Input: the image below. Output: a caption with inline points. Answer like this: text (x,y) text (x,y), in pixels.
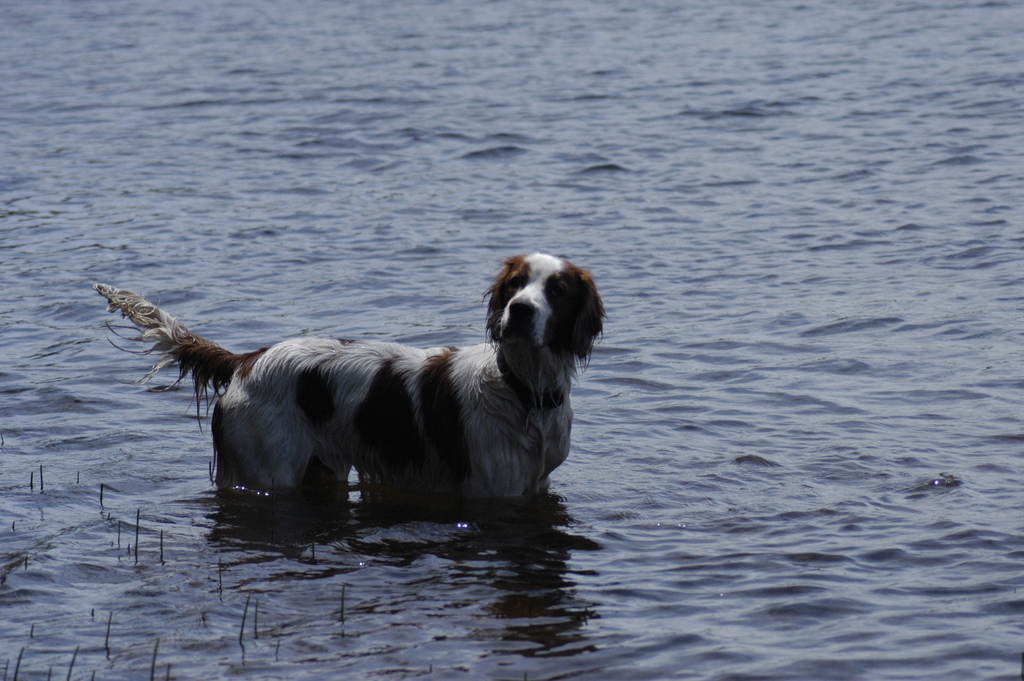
In the image in the center (486,378), we can see one dog (441,389), which is in brown and white color. In the background (425,149) we can see water (471,229).
